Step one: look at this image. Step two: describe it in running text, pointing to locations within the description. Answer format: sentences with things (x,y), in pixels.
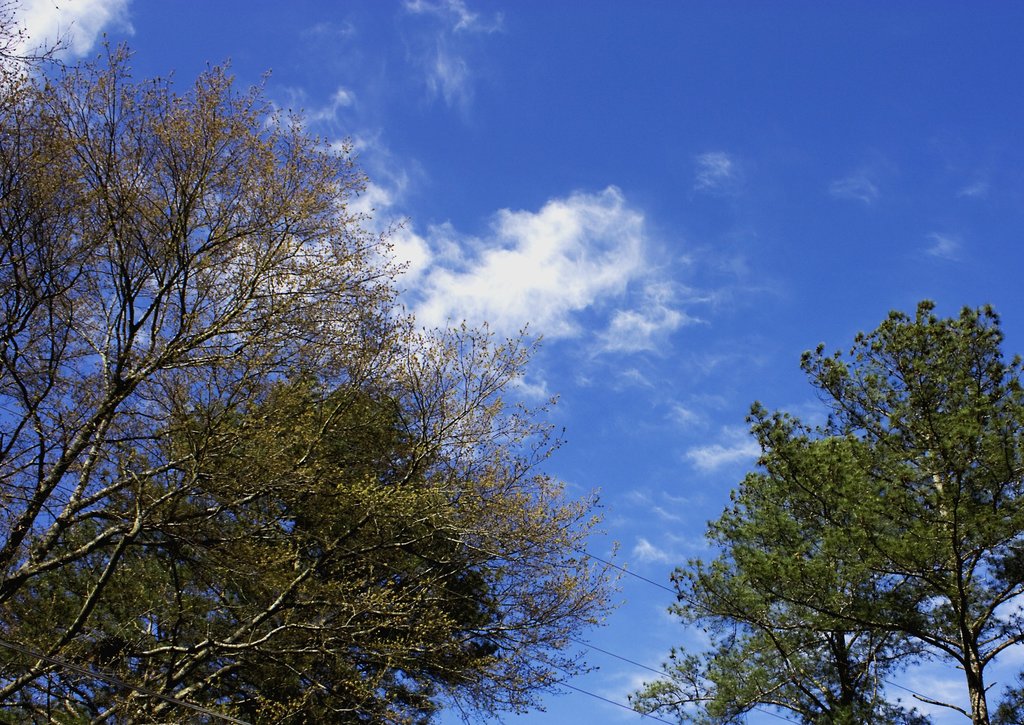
In this image I can see trees (497,511) in green color, background (569,323) the sky (692,323) is in blue and white color.
